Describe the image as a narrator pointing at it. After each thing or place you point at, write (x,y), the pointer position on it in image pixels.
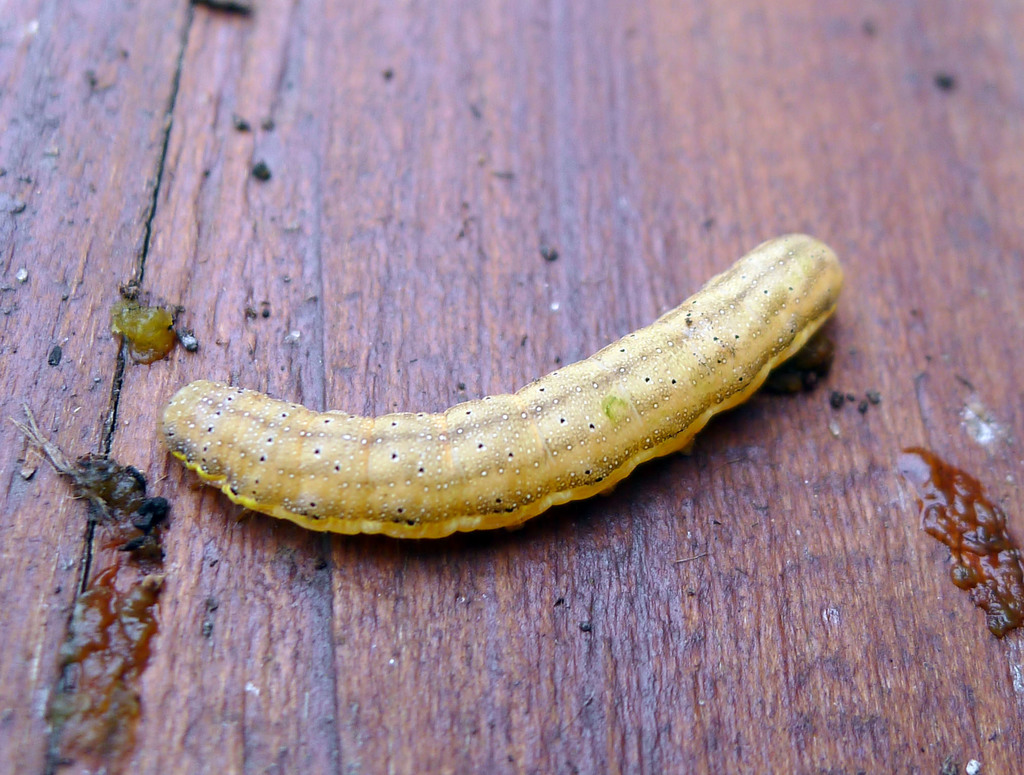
In the picture I can see a caterpillar (473,468) on the wooden table (619,333).
